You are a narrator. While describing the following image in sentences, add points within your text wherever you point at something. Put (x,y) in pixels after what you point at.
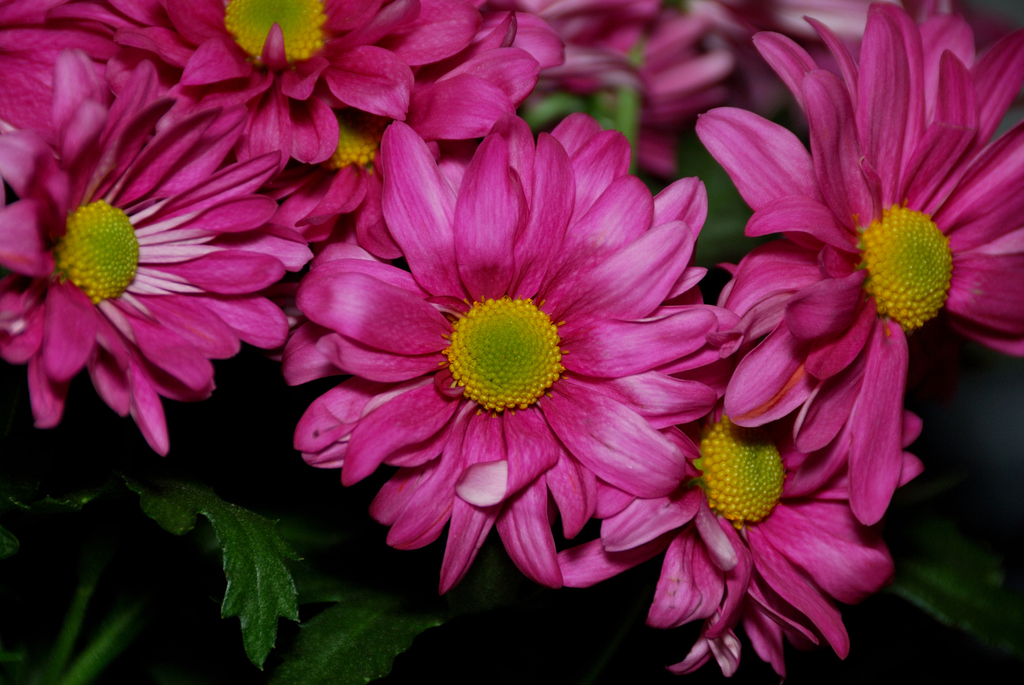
In this picture we can see flowers (607,272) and in the background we can see leaves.
